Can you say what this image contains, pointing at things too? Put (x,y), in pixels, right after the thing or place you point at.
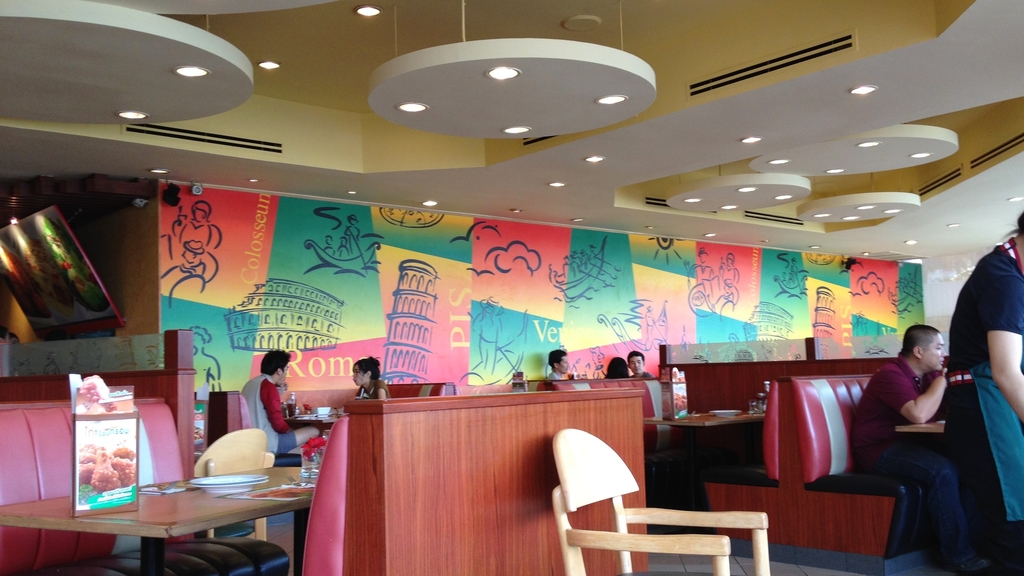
There are group of people (878,386) sitting in restaurant (741,368) and there is a server (988,332) in the right (988,348) corner.
